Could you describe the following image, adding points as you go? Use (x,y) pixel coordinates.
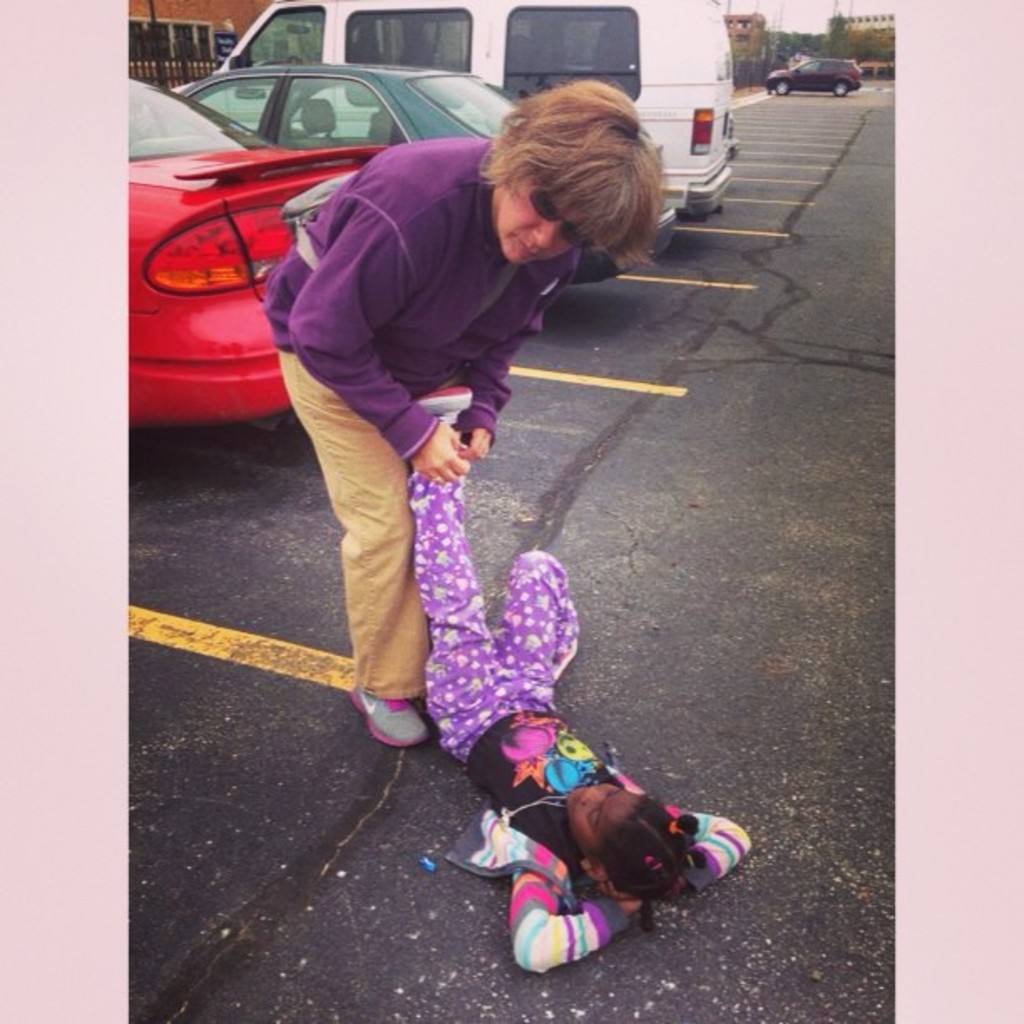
There is a girl (487,771) laying on the road (624,710) and he is holding a girl leg (434,528). We can see vehicles (652,94) on the road (722,235), fence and board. In the background (828,13) we can see buildings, trees (881,32) and sky (862,14).
